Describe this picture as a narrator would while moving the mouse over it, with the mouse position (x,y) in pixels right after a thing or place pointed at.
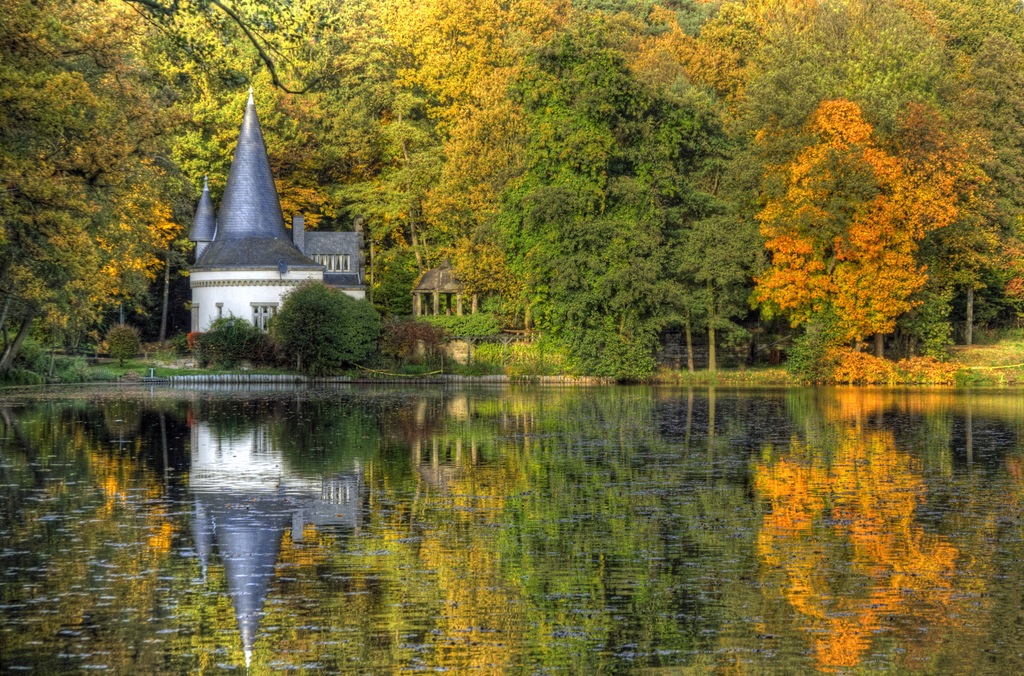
In this image I can see the house (211,269) which is in white and blue color. To the side of the house (234,235) I can see many trees (562,98) which are in green, orange and yellow color. In-front of the trees (492,312) I can see the water (516,522).
